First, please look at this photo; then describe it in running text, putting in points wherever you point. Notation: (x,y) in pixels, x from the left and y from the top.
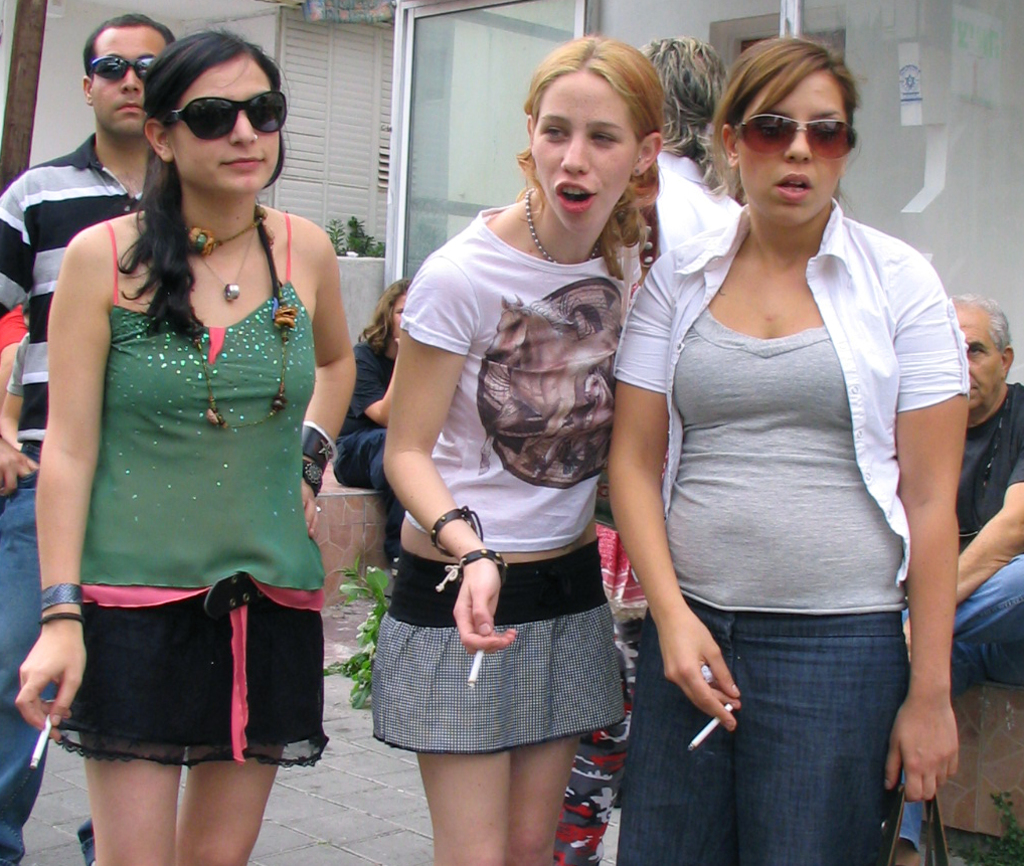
In this picture we can see three girls (732,170), standing in the front (547,193) and holding the cigarettes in the hand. Behind there are glass doors (986,97) and white shed house (334,128).
